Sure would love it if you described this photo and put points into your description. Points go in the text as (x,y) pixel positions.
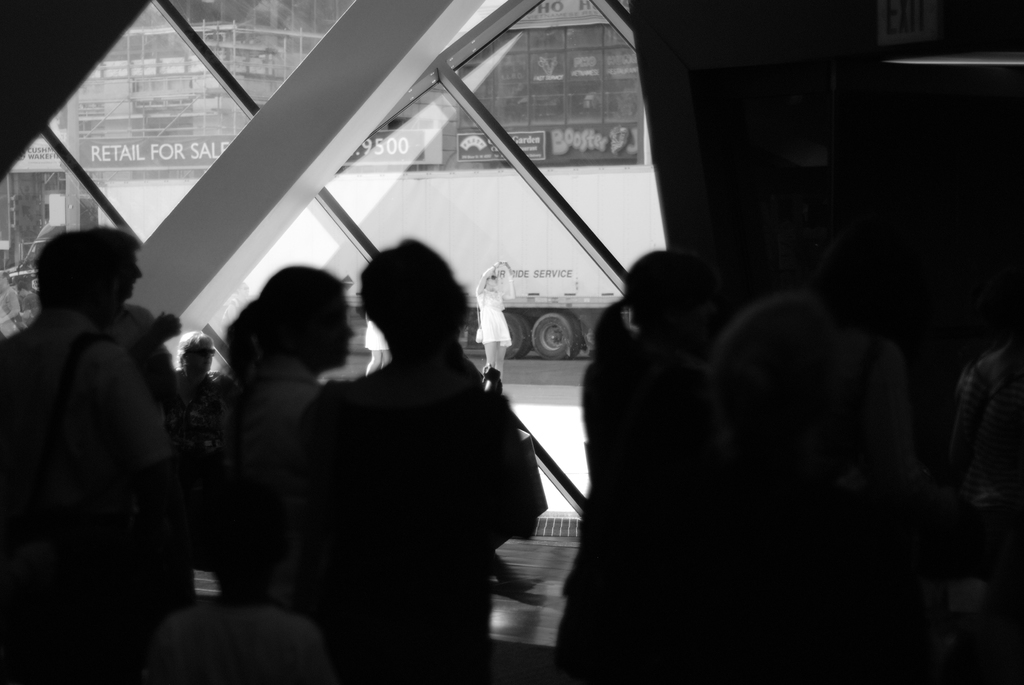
This is a black and white image. In this image we can see persons (764,430) standing at the window (558,242). In the background (581,335) we can see persons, vehicle (580,321), road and buildings (230,111).
